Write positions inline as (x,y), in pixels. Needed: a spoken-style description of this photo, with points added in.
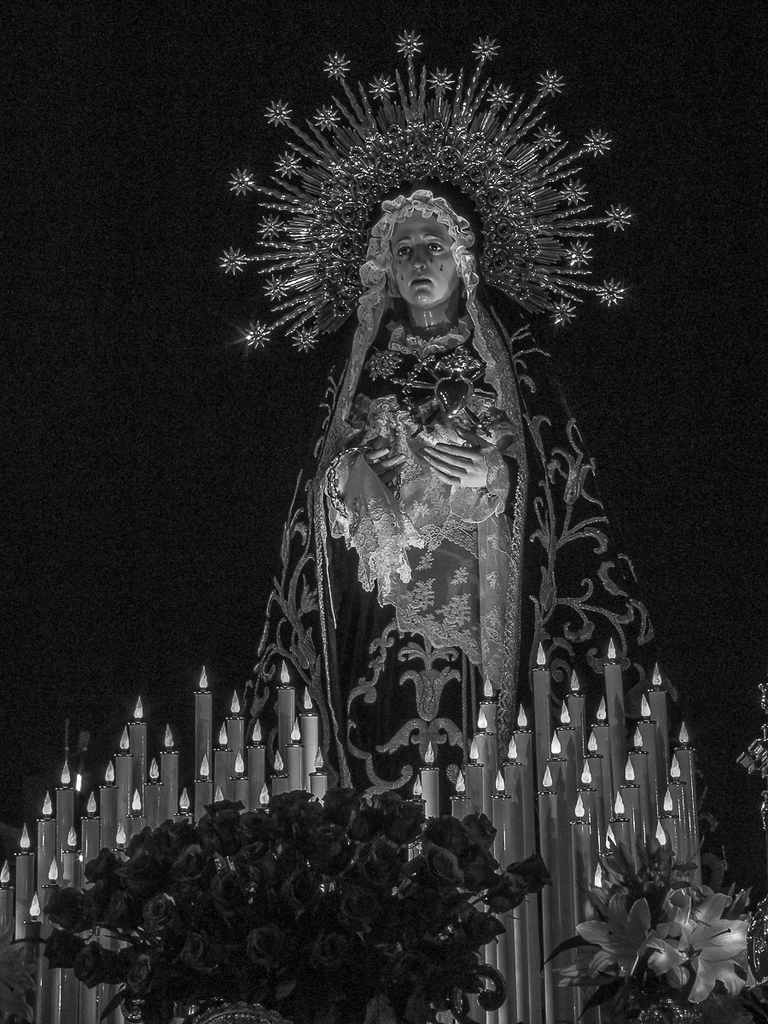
This is a black and white image of a statue (380,278) with a crown (311,160) and veil (369,274). There are candles (145,773). Also there are flower bouquets (692,947). In the background (699,209) it is dark.
